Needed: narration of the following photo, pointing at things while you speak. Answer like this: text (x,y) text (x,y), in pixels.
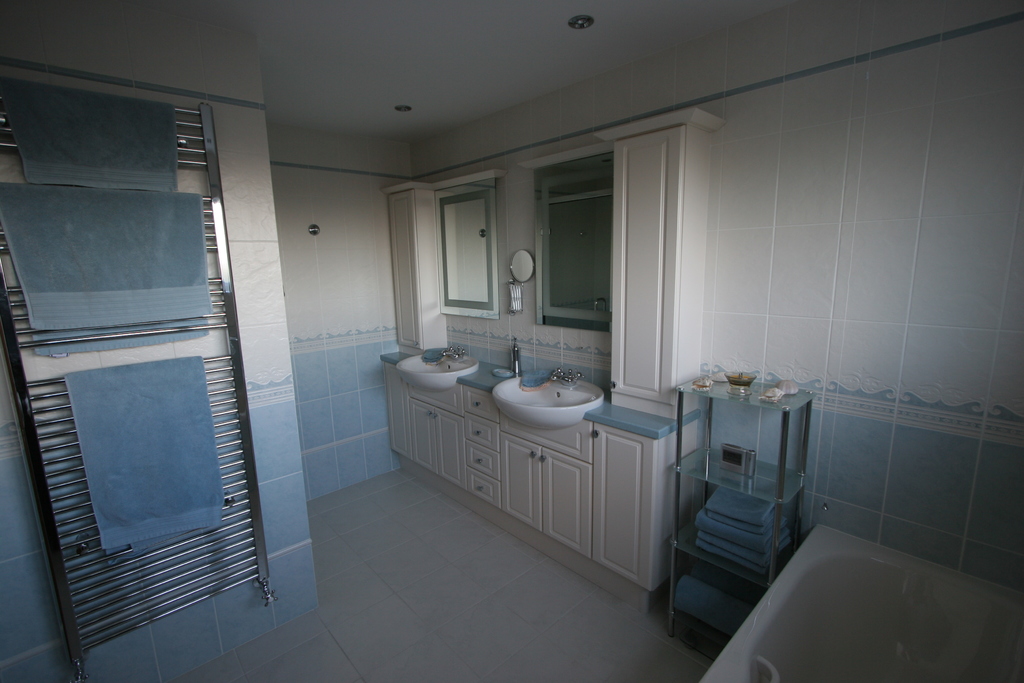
In this image I can see the taps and sinks (508,415). To the right (693,587) I can see the glass rack (709,598) with many clothes (708,526) and some objects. I can also see the bathtub (807,638) to the right (825,637). To the left (156,448) I can see few clothes (114,549) are hanged to the rods (96,526). In the background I can see the mirrors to the wall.
